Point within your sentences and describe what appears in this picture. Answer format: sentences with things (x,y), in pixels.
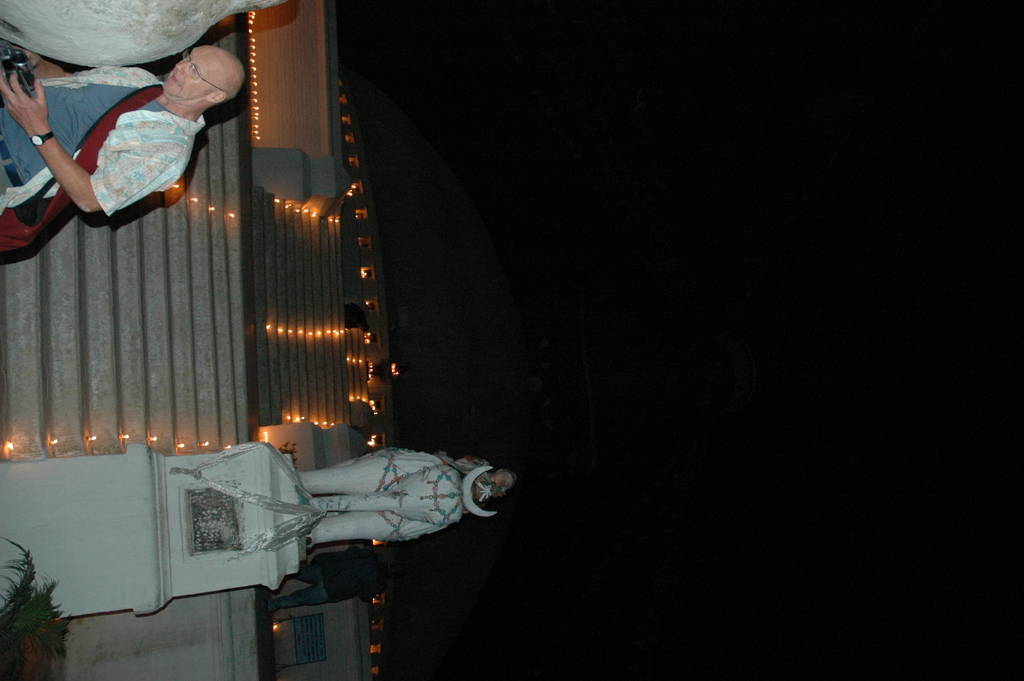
In this picture there are people (127,173), among them there is a person (75,190) carrying a bag (116,112) and holding a camera (27,70). We can see sculpture (339,528) on the platform (135,545), steps (156,402), candles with flame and board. In the background of the image (712,506) it is dark.
